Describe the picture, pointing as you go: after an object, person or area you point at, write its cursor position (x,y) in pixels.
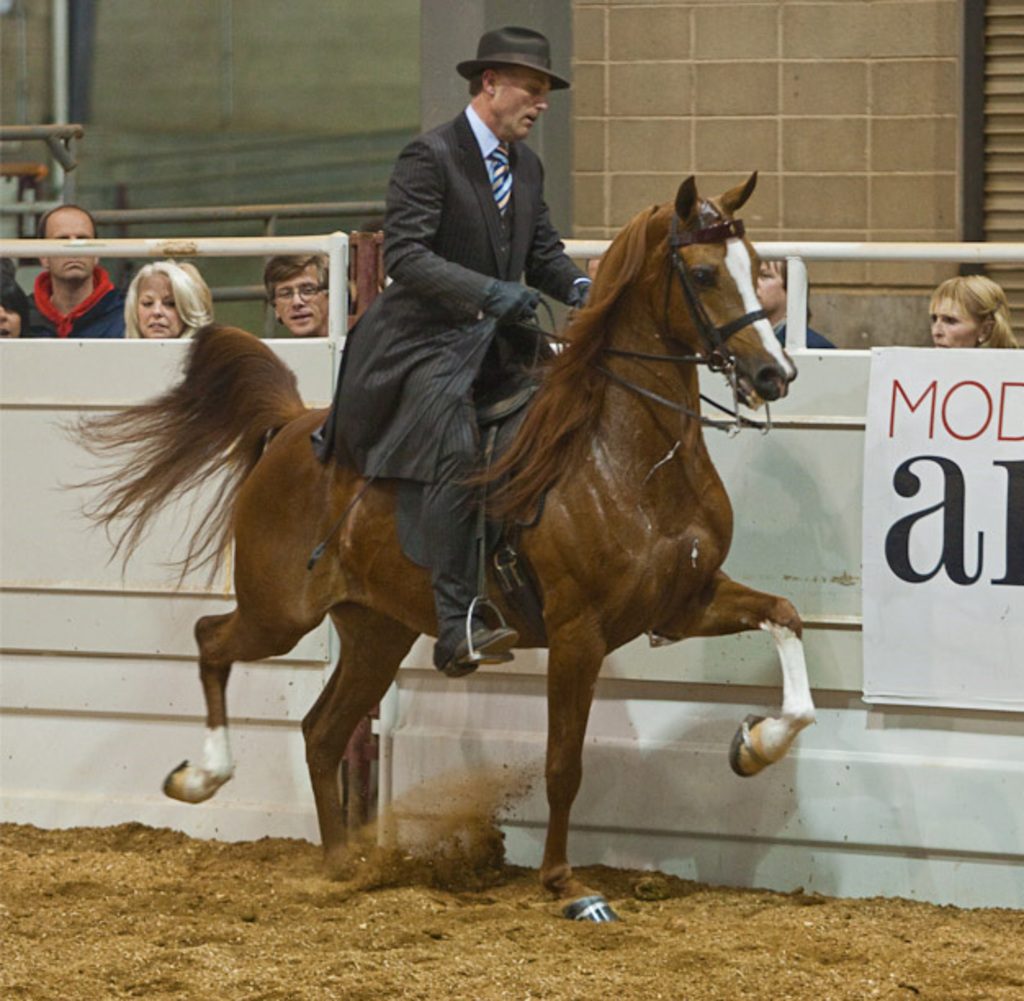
In the center of the picture (395,562) there is a man (478,209) riding a horse (681,567). In the foreground (589,926) there is sand (208,924). In the center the picture there is railing (297,367) and few people (948,290) standing. In the background (377,78) there is wall (604,66).
